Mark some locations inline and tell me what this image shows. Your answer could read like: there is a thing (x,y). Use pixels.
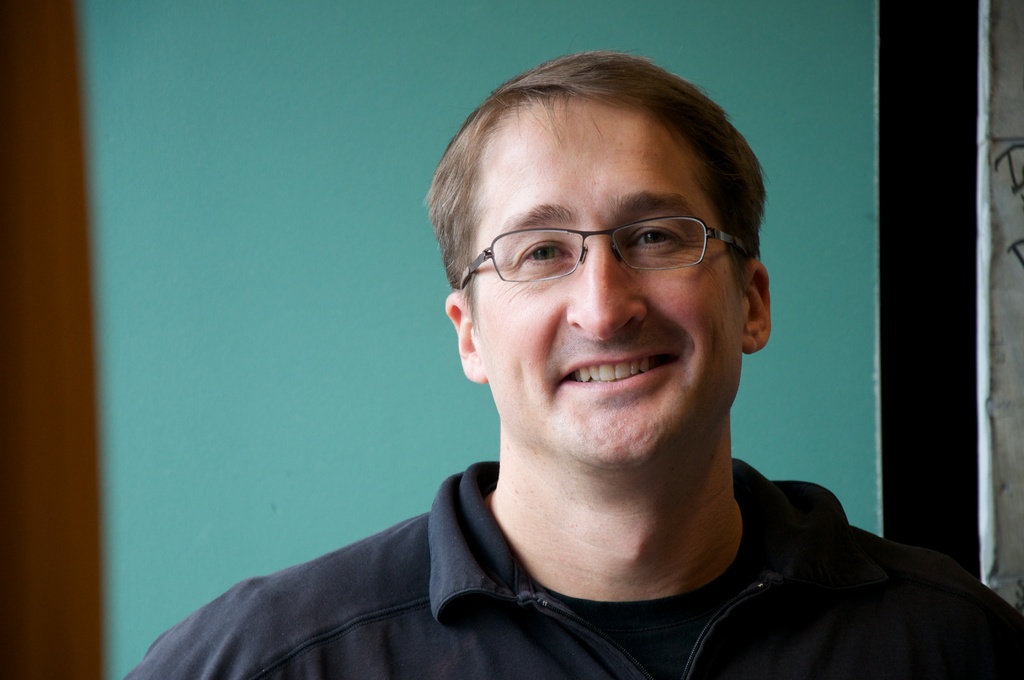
In this picture we can see a man (518,402) is smiling and the man (531,602) is in the black jacket (526,635). Behind the man (617,512), it looks like a wall (848,376).
